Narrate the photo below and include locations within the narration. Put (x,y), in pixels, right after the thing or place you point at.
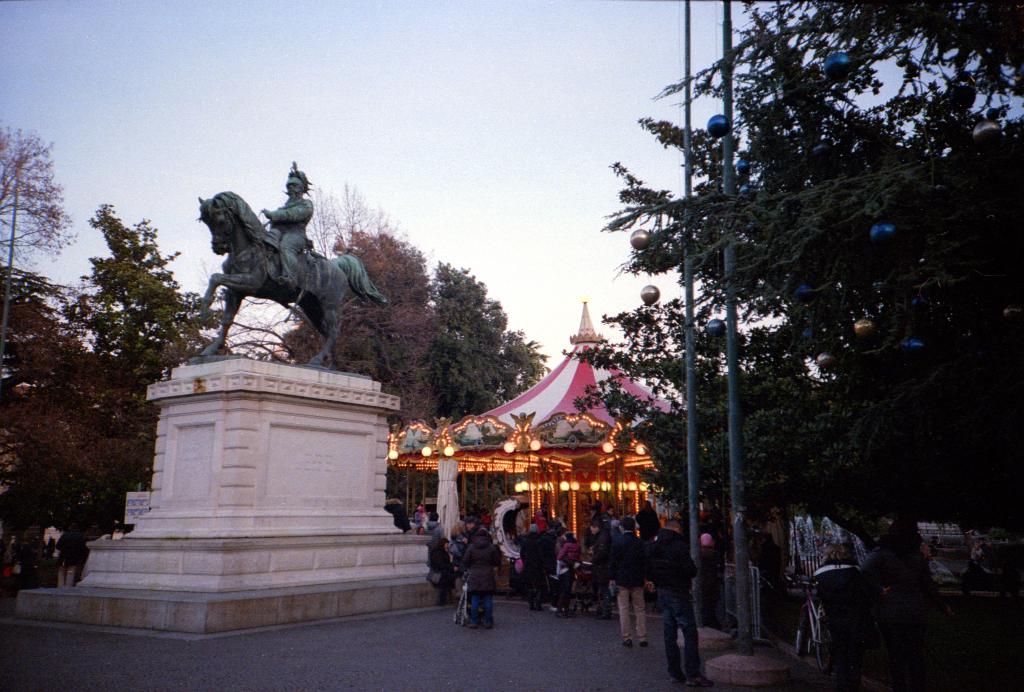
In this image there is the sky (387,81), there are trees (783,130) truncated towards the right of the image (915,225), there are trees (14,359) truncated towards the left of the image (28,409), there is a sculpture (310,243), there are lights (547,461), there are persons (595,553), there are poles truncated towards the top of the image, there is a bicycle (813,620), there is person (838,592) truncated towards the bottom of the image (831,679), there is the road (298,660), there is text (321,464) on the wall (298,460).
